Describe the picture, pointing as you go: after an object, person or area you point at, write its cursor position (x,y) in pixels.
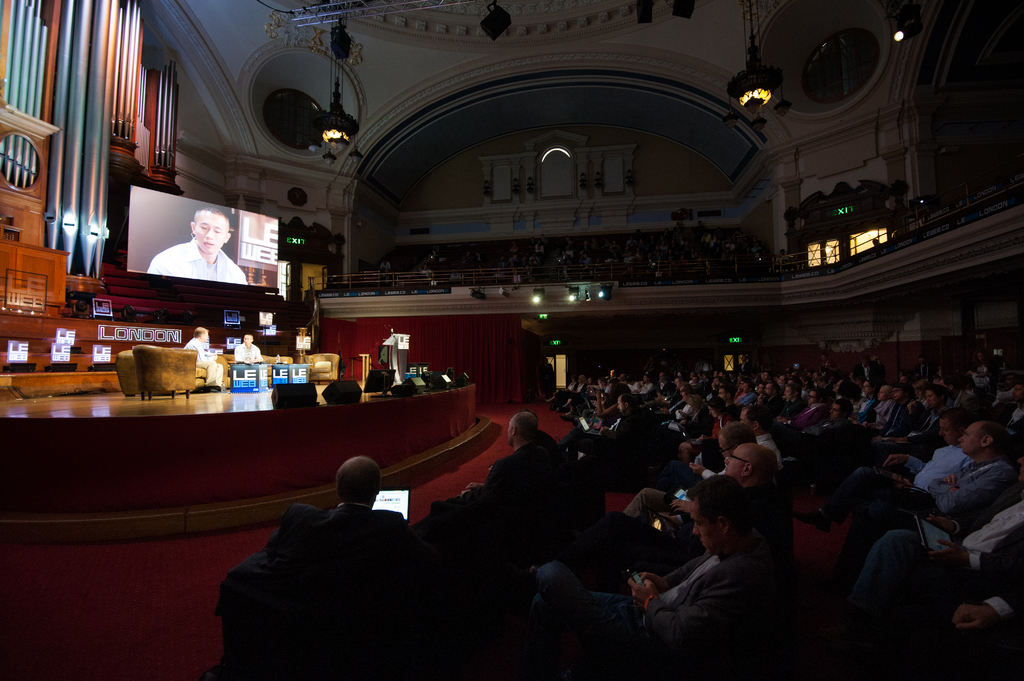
This picture shows the inner view of a building (463,144). There are some lights (333,132) attached to the ceiling (458,27), dome lights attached to the wall (321,292), four exit boards (836,209) are near to the doors (865,242), one podium (404,342) with microphone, so many objects (293,364) are on the surface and one fence (325,275). So many people (746,378) are sitting on chairs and holding some objects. Two people (197,358) are sitting on dais (268,384), one carpet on the floor (494,452), one projector screen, so many chairs (229,375) are there.
